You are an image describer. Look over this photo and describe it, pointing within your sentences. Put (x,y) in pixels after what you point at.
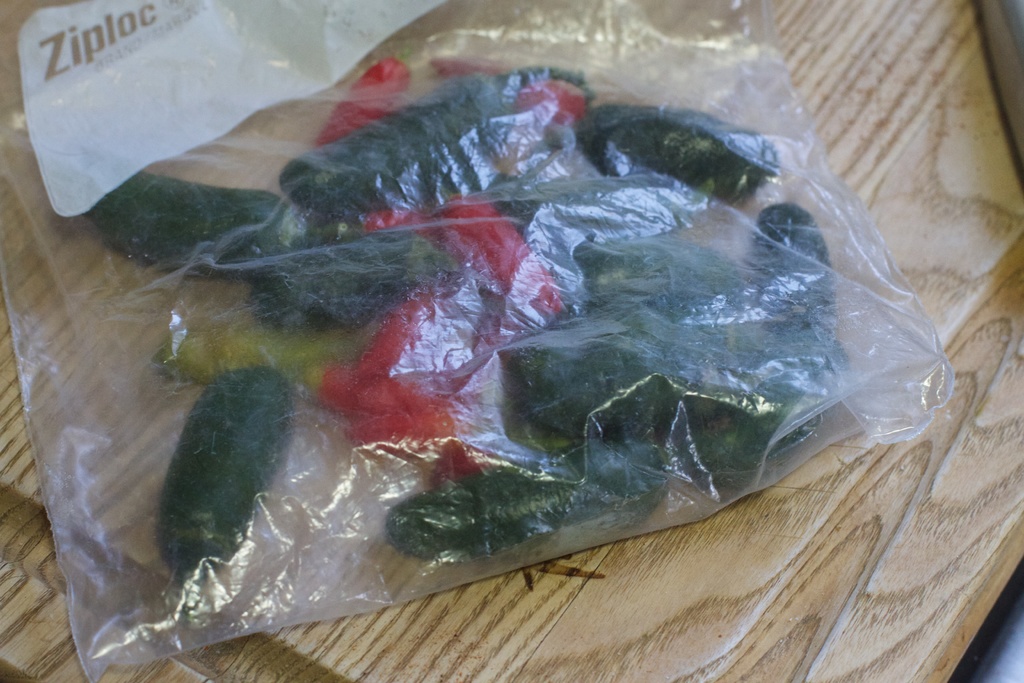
In this picture we can see cover (529,450) with vegetables (335,346) on the wooden surface (939,581).
